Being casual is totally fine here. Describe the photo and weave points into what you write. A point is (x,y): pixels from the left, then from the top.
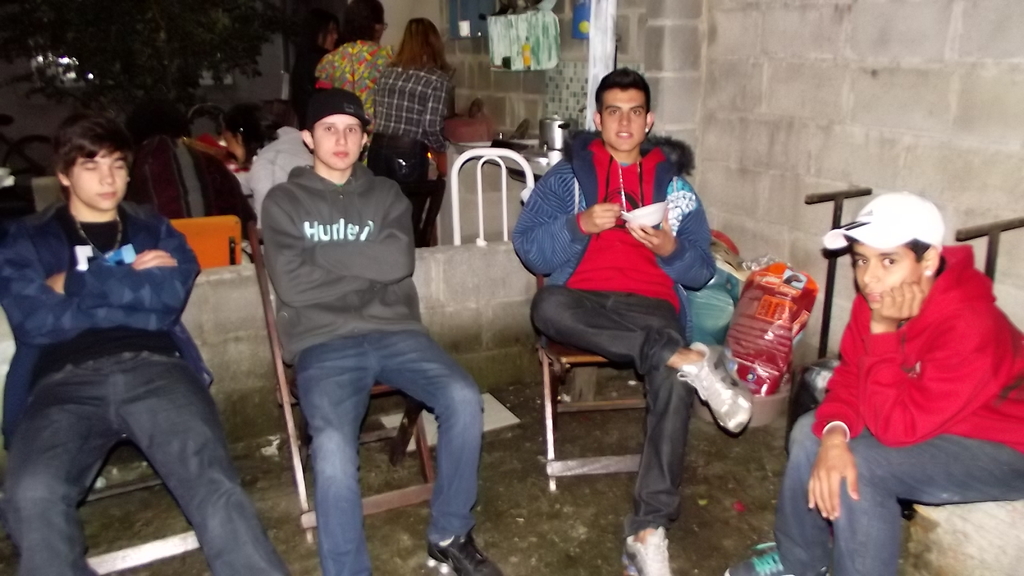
In this image we can see few people (403,370) sitting on the chairs (138,450) a person (645,260) is holding a bowl (646,220) and there is a carry bag (738,323) and few objects (705,311) on the floor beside the person (680,330) and in the background (383,108) there are two persons (387,91) standing near the wall (727,196) and there are few objects (463,136) on the shelf (537,149) to the wall (511,132).
